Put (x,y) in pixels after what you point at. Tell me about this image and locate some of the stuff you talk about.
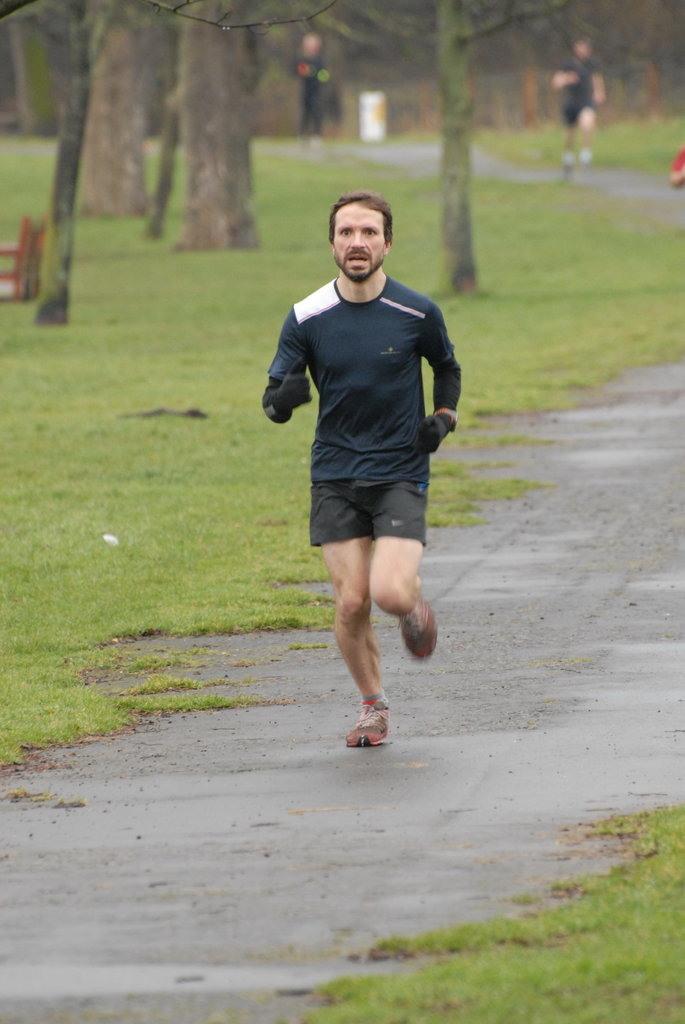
In this picture there is a man (348,461) who is wearing t-shirt (382,400), short (368,485), and shoes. He is running on the street (518,666). In the background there are two persons (591,117) who are also running on the ground (590,228). Beside them I can see many trees (614,10), plants (604,7) and grass (532,192). In the top left (11,278) I can see the chairs (25,263) near to the tree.
